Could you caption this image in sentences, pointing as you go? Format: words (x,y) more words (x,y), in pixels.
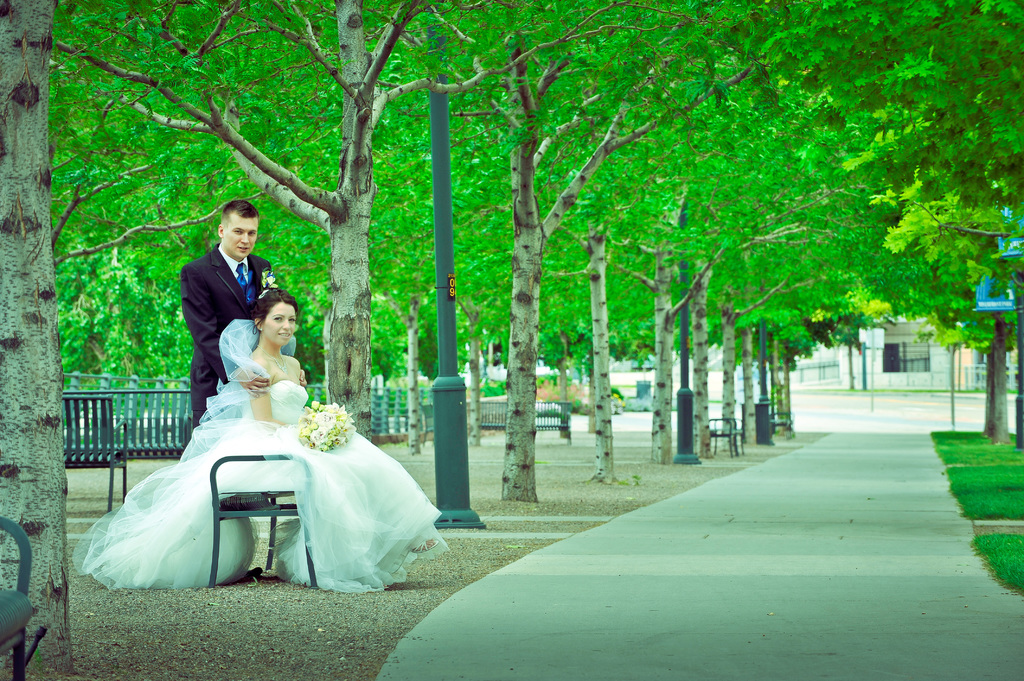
In the picture we can see a pathway (641,680) beside we can see a grass surface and trees (1003,329) on it and on the other side of the path (462,595) we can see a gravel surface (396,637) with trees (533,497) and a woman (163,510) sitting on the bench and a man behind her standing and in the background (75,456) we can see railing (428,401), and the bench (84,467).
